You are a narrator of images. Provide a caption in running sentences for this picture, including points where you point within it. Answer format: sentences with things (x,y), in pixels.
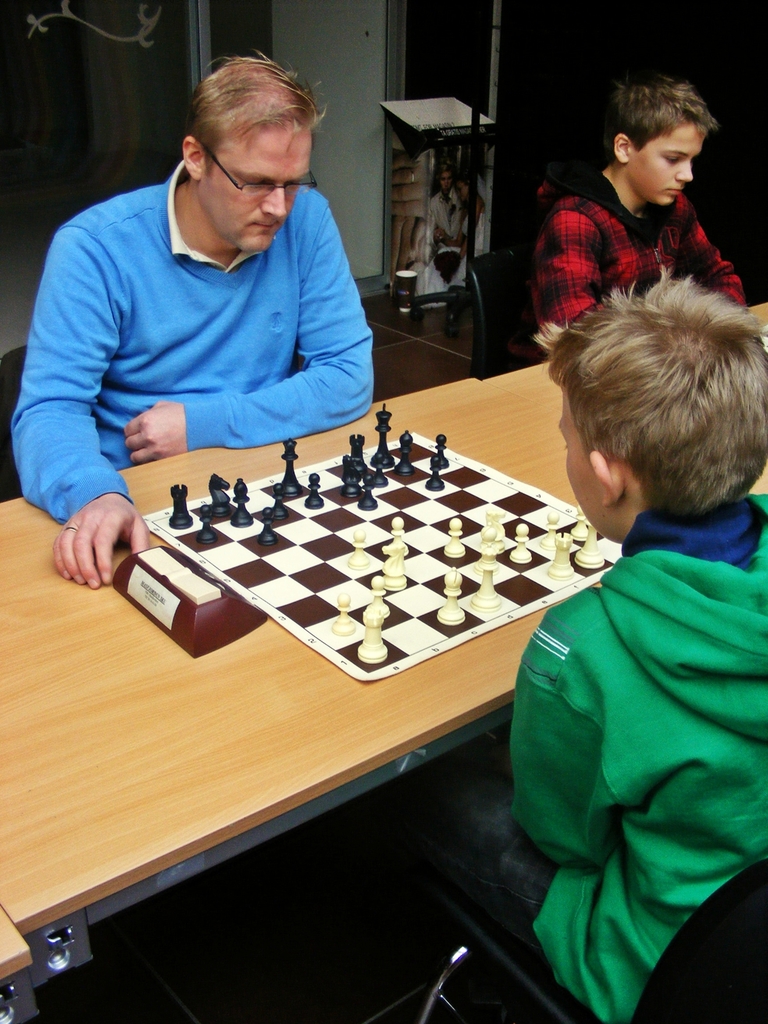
The kid (664,708) in the right corner (672,733) is sitting and playing chess (489,568) in front of his opponent (300,295) and there is another kid (592,226) sitting beside him.
